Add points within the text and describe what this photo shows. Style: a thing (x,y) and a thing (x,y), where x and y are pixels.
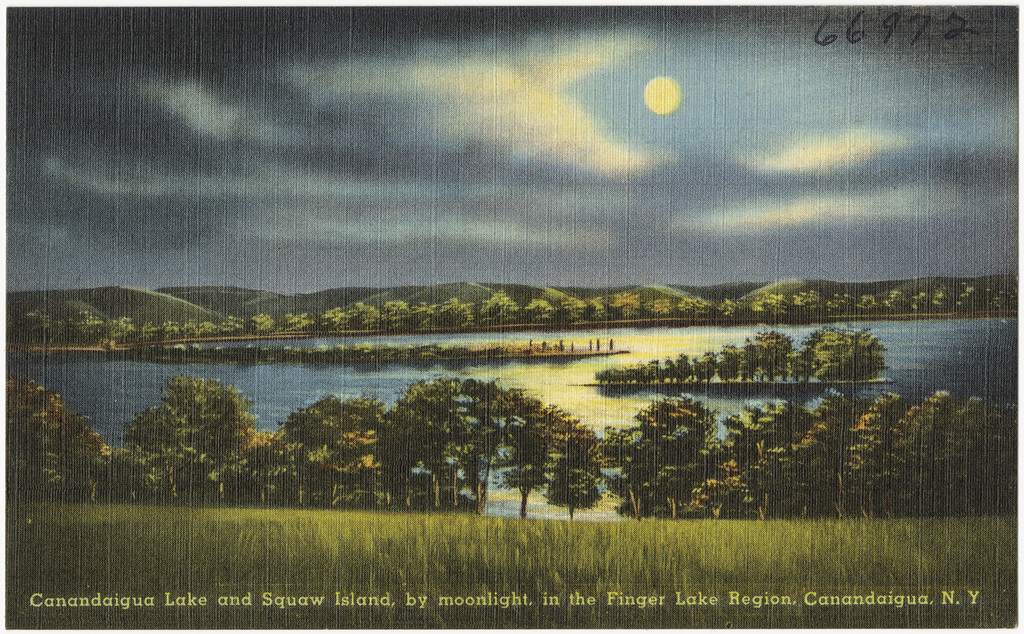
In the image we can see a painting (507,469). In the painting (257,509), we can see there are many trees (586,482), hills (142,307), grass (344,543), water (577,513), cloudy sky (427,180) and a moon (656,97).
